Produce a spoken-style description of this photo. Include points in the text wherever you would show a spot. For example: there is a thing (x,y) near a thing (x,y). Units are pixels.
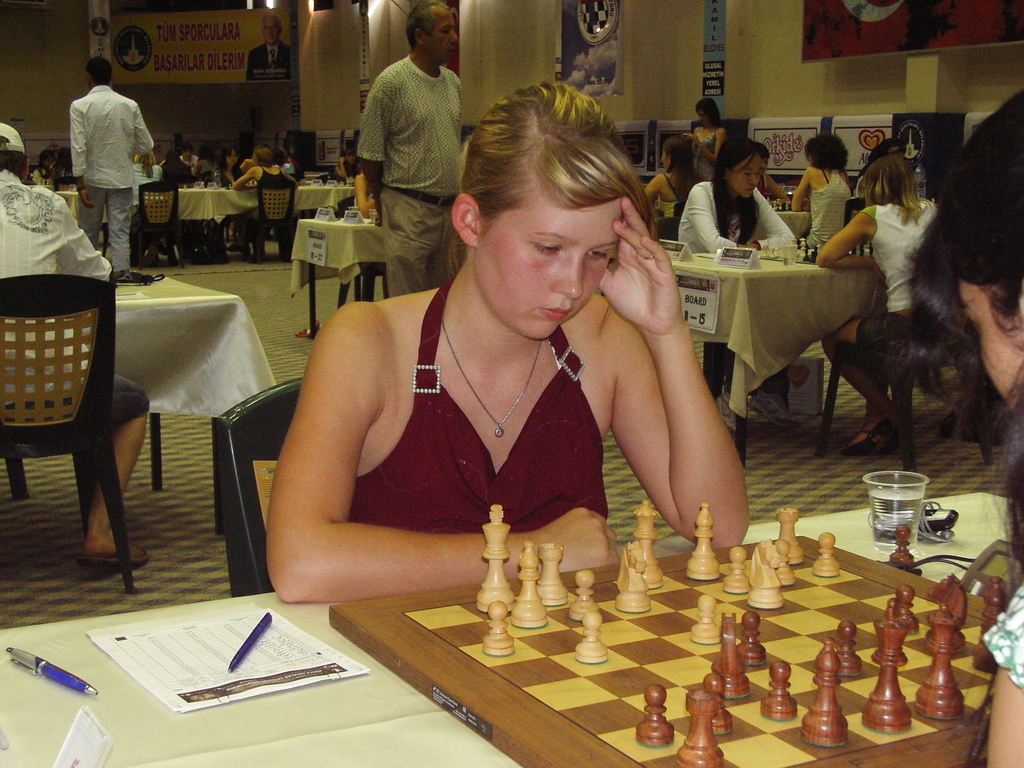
People (715,182) are sitting on the chair (834,356) near the table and on the table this is chess board (628,667), glass (897,501), pen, paper (288,654) and here there is poster (228,44).
